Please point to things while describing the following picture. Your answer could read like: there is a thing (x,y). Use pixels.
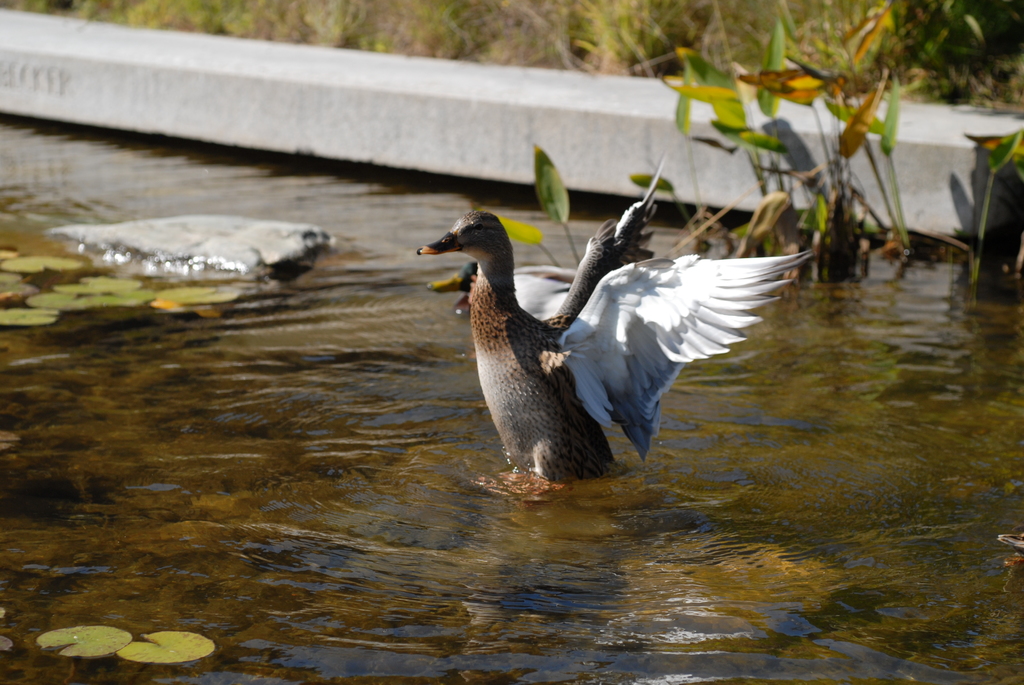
In this picture we can see ducks (539,334) in the front (513,351), at the bottom (390,545) there is water (296,457), in the background (880,95) we can see some plants (728,70).
